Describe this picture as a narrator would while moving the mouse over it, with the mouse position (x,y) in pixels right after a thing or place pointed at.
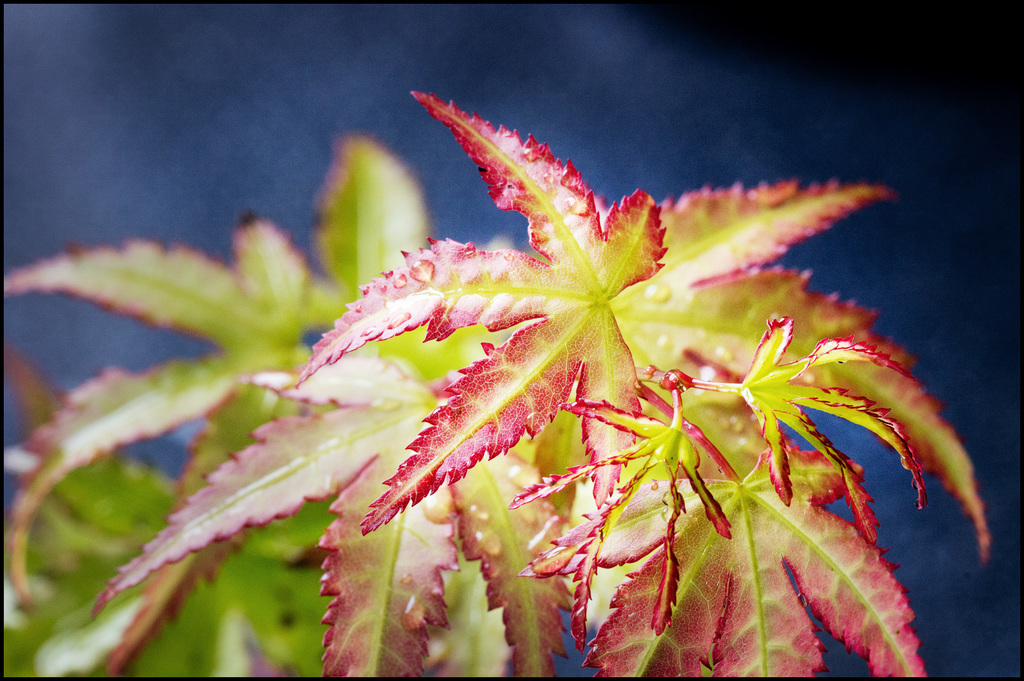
In this image I can see the leaves (475,529) which are in red and green color. I can see the blue color background (77,20).
